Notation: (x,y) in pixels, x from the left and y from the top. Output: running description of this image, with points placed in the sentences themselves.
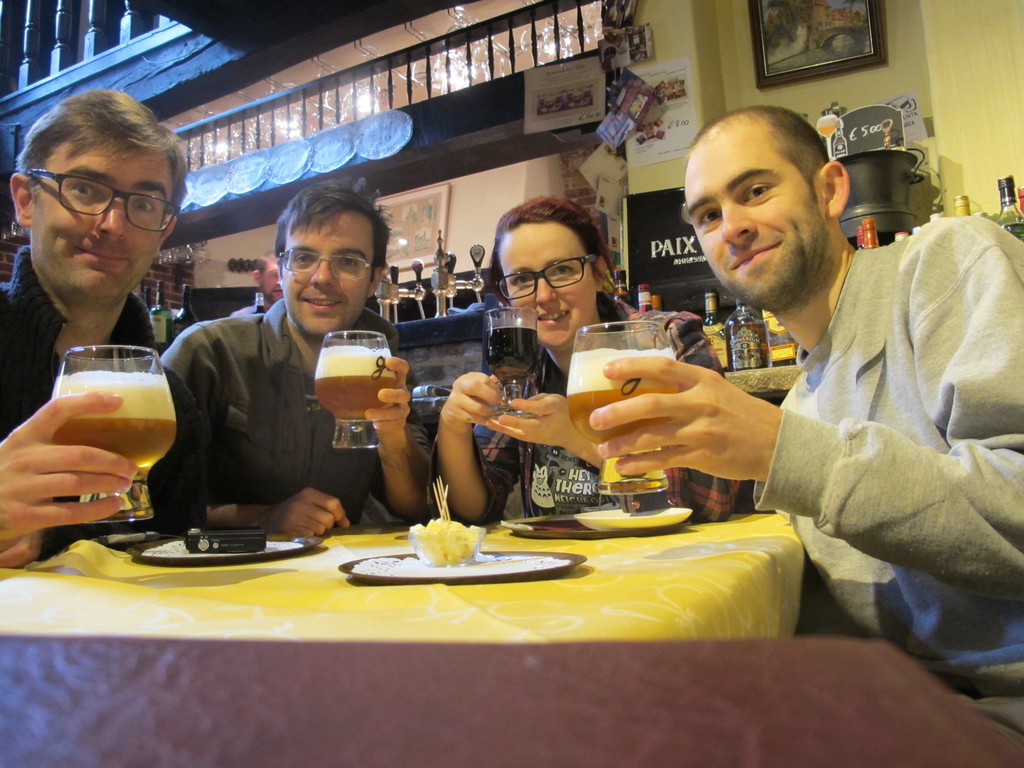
As we can see in the image there is a building (497,173), yellow color wall (917,39), photo frame (874,46), few people (954,339) sitting on chairs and holding glasses (627,391). In front of them there is a table (272,538). On table (408,642) there are plates (166,538).
